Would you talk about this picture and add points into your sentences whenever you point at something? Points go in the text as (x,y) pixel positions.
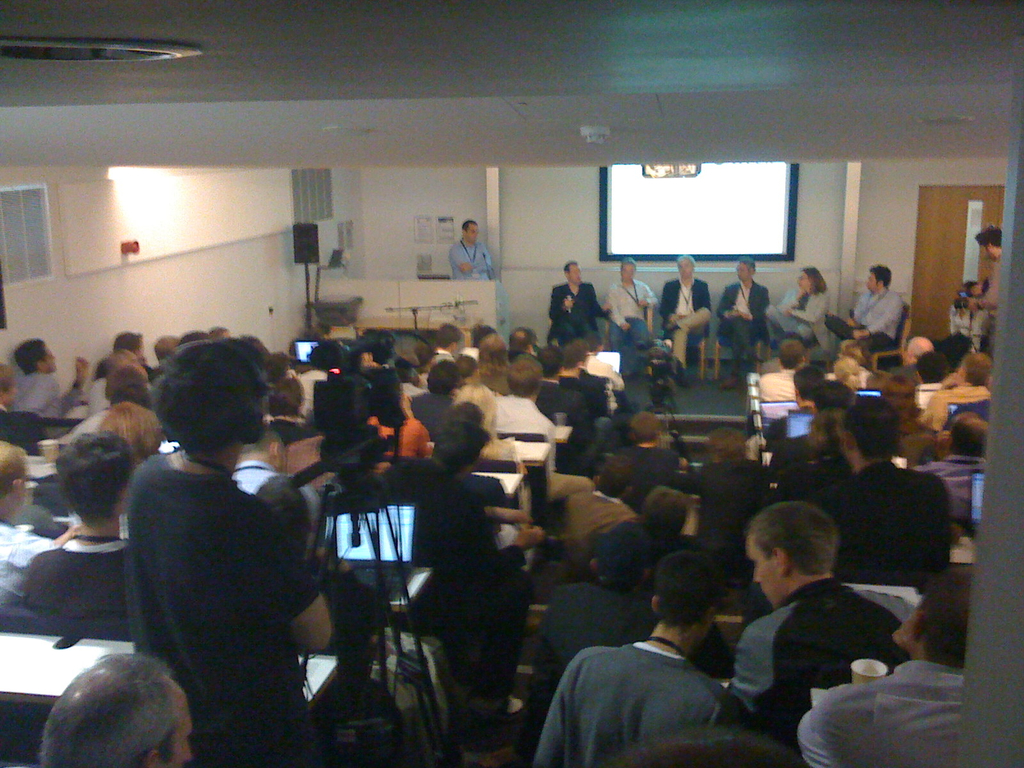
In this picture, we see many people (424,544) are sitting on the benches (512,467). In front of them, we see the table (524,459). The man (273,556) in front of the picture is standing and in front of him, we see the video camera (324,413). In the middle of the picture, we see the camera stand (661,371). We see six people (674,282) are sitting on the chairs (698,337) on the stage (648,370). Beside them, we see a man (466,228) in blue shirt (492,266) is standing. Behind him, we see a white wall (369,233) on which the poster (425,228) is posted. In the background (425,214), we see the white wall (562,216) and the projector screen (696,233). At the top (563,51), we see the ceiling (514,60) of the room (621,120). On the right side (924,193), we see a door (934,246) and a man (992,234) is standing beside the door (934,322). This picture is clicked in the conference hall (133,230).
